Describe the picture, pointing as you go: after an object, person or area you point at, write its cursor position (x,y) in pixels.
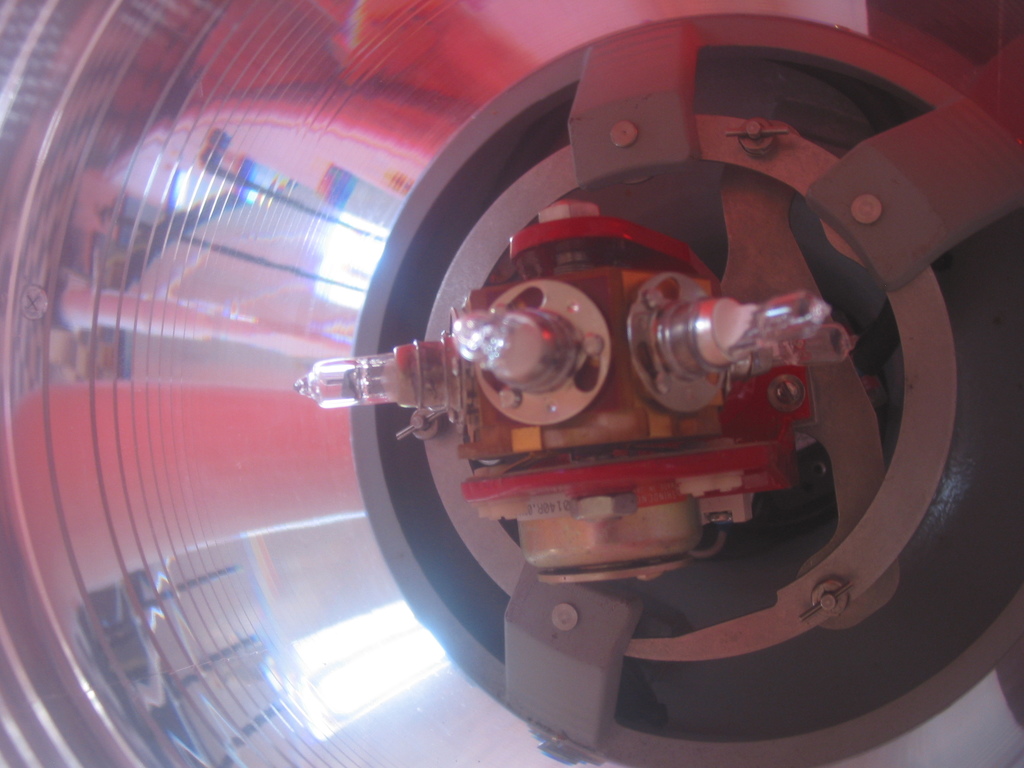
In this image there is one electronic gadget (464,497) is at right side of this image (785,409) and as we can see there are three small lights (568,336) in middle of this image (518,331).
